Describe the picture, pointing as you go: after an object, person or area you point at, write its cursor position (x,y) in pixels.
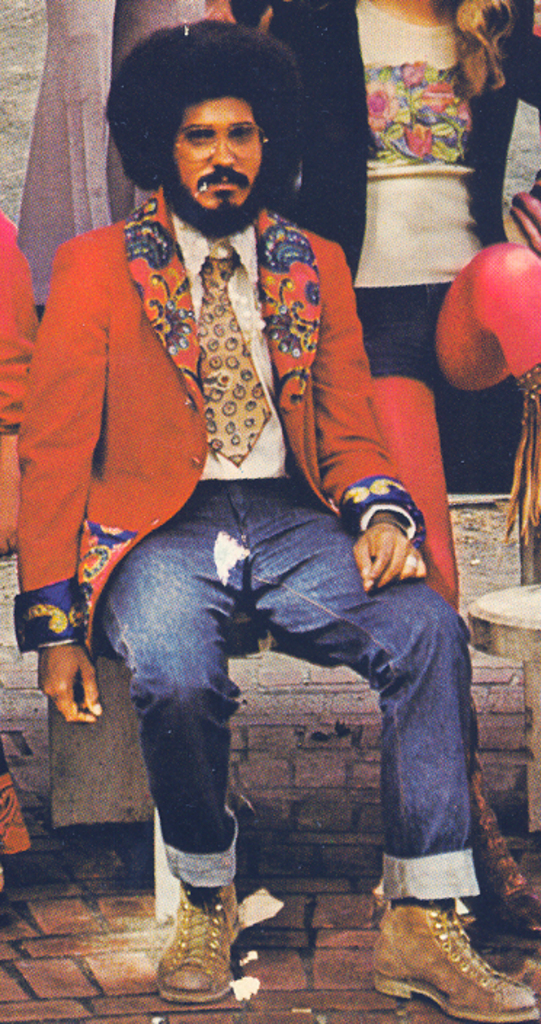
In this image we can see a person (256,364) wearing specs (221,140). He is sitting on a chair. In the back (271,28) there are persons (57,40).
